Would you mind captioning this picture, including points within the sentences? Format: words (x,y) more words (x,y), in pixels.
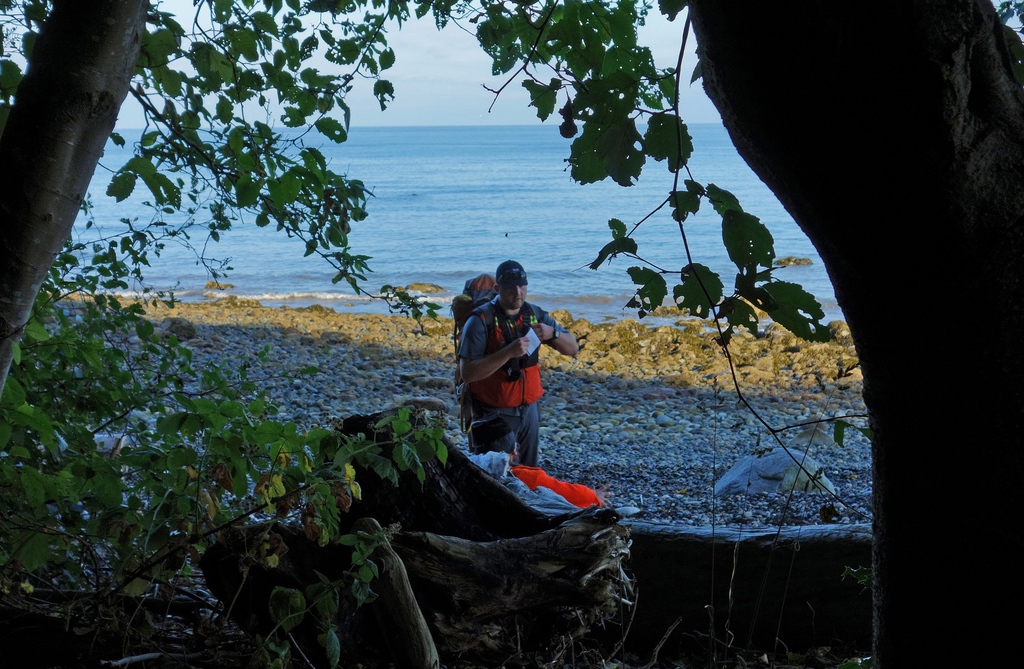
In this image there are branches (374,516), leaves (682,114), people (556,495), rocks (556,379), water (479,213) and sky (417,24). Among them one person (511,343) wore a bag (476,297) and holding an object (530,345).
